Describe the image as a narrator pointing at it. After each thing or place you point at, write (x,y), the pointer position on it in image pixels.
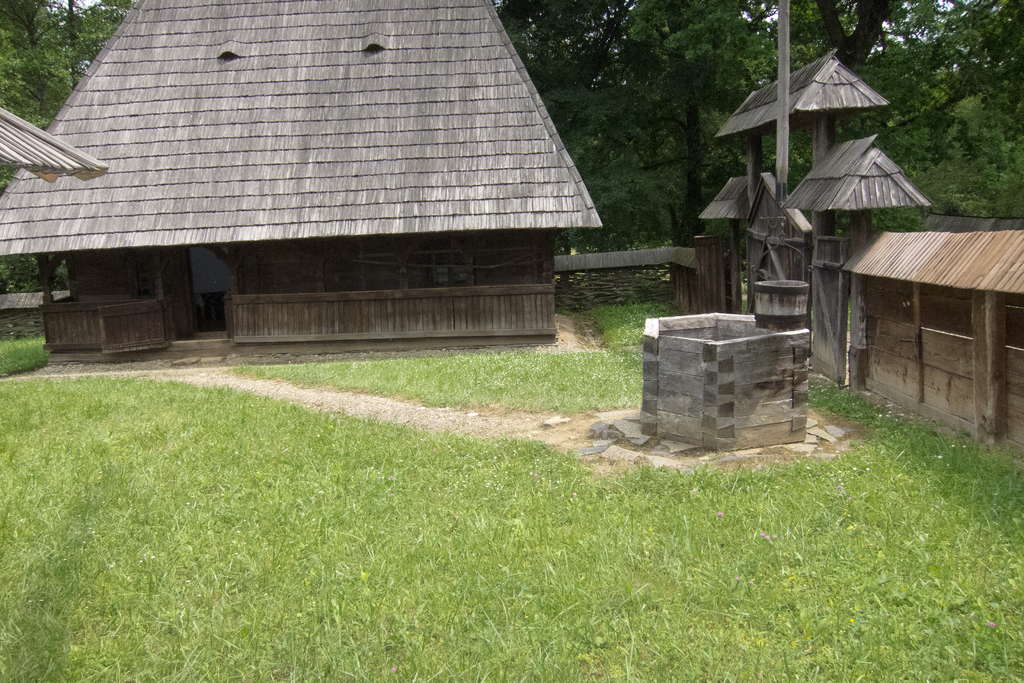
In this picture I can observe house (453,190) in the middle of the picture (463,307). There is some grass (313,541) on the ground (579,477). In the background (635,126) there are trees (691,87).
